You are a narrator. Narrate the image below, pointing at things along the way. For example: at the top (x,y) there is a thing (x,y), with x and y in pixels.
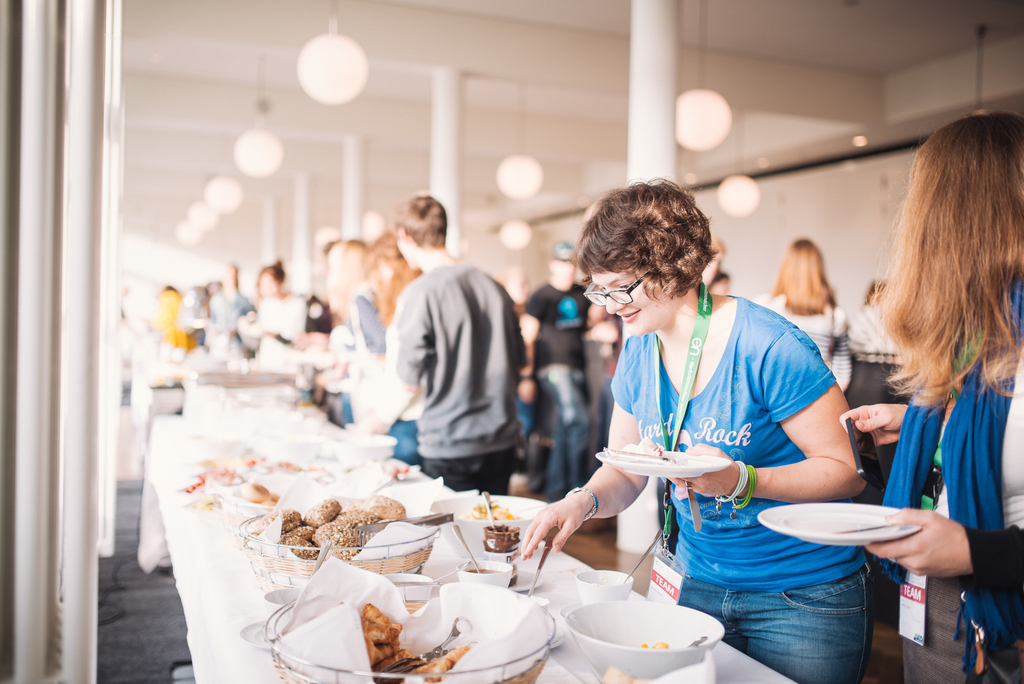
There is a group of people (604,416). There is a bread (350,524), cup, bowl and fork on a table (377,469). On the right side (702,425) we have blue shirt person (701,438). She is holding a plate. She is wearing a spectacles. She is wearing a id card (680,426). We can see in the background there is a pillar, light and curtain (80,351).
